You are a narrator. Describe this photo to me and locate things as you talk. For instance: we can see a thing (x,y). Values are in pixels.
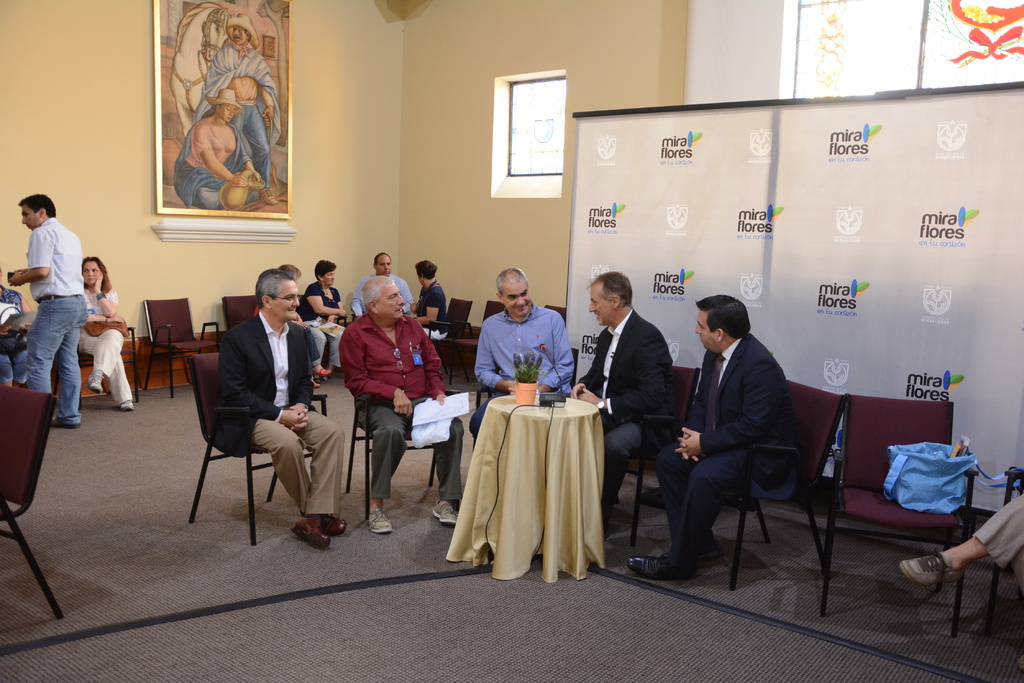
In this image there are group of people (381,419). At the right side of the image (850,178) there is a hoarding (937,298) and at the back side (253,15) there is a painting (233,49) on the wall (137,11), there is a house plant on the table (538,489), table (526,471) is covered with the golden color cloth (542,506).
